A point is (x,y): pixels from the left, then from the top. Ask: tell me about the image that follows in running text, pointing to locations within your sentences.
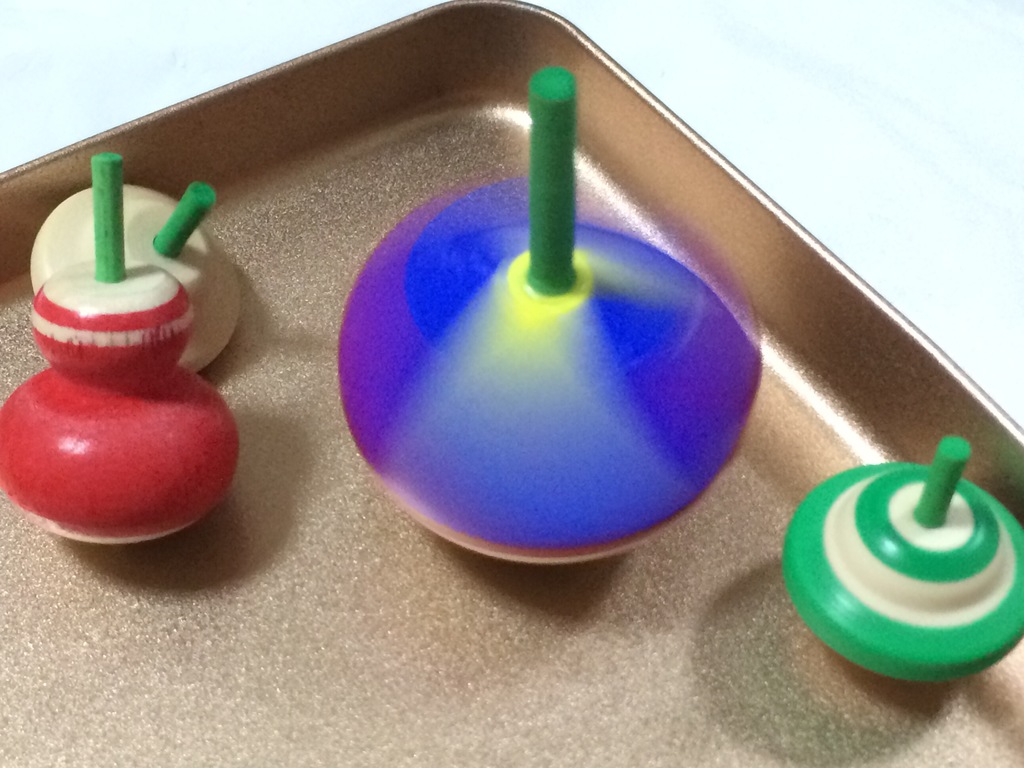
In this image we can see the playing toys (575,434) and also the tray (649,712).
